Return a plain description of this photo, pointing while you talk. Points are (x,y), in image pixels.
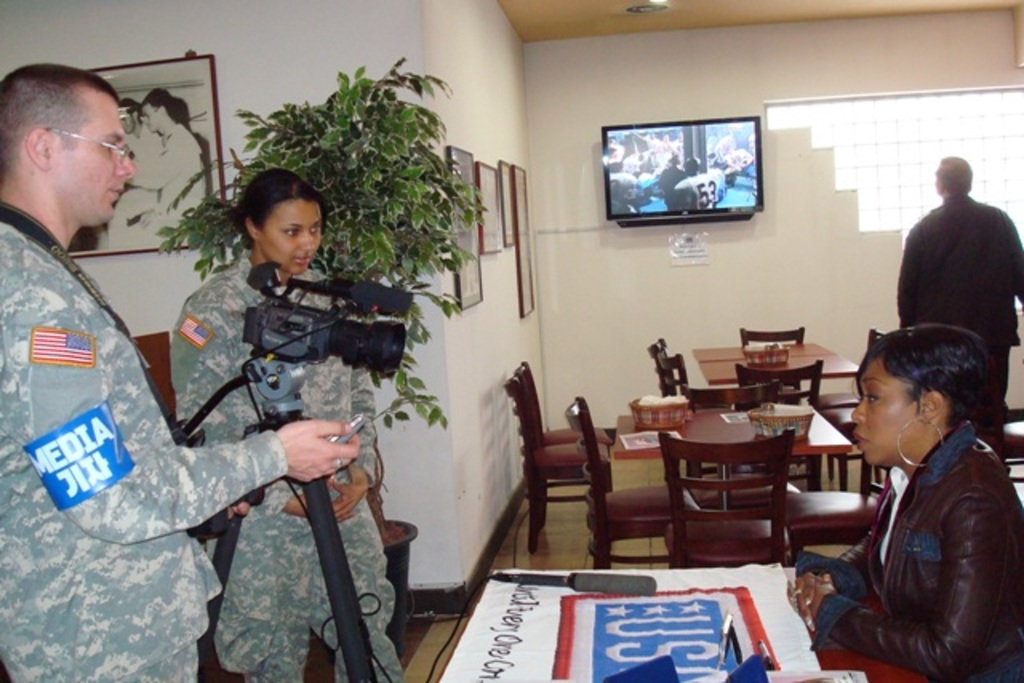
In this picture we can see two persons (273,637) standing on the floor (429,635). This is the camera (376,358). And she is sitting on the chair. This is table (567,649), and there are many chairs (718,487) on the floor (826,461). Here we can see a man (935,270) who is standing and looking in to the screen (687,155). This is the wall (552,191), and there are many frames (516,260) on to the wall (506,274). And this is the plant (370,183).
